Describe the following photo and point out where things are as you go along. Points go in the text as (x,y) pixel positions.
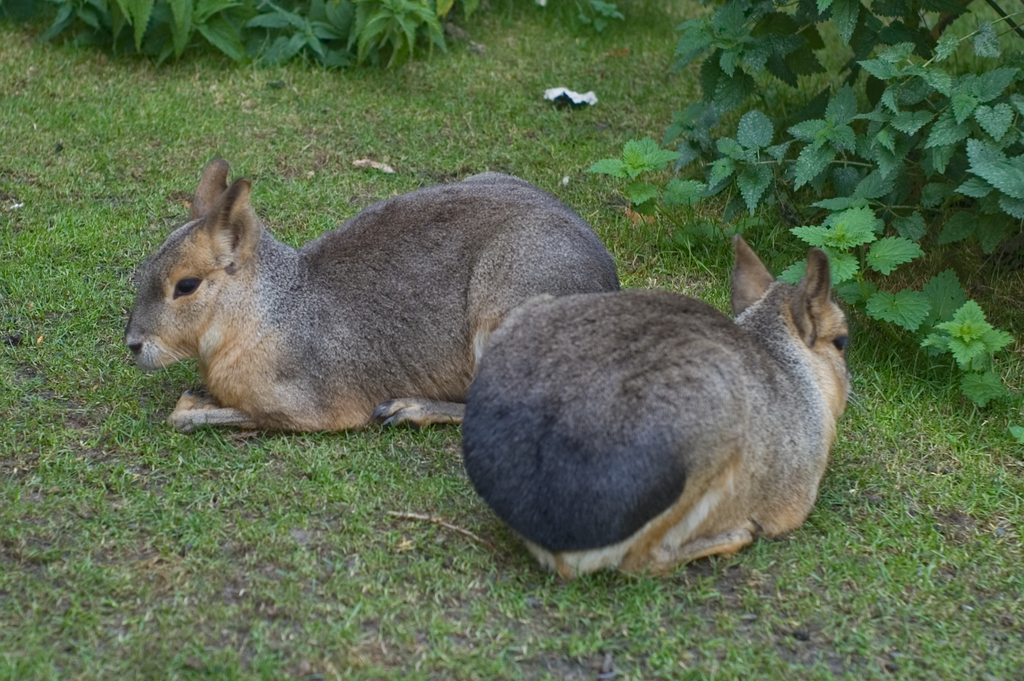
In the center of the image (443,339) we can see maras (726,369). In the background (819,136) there are plants (294,54).
